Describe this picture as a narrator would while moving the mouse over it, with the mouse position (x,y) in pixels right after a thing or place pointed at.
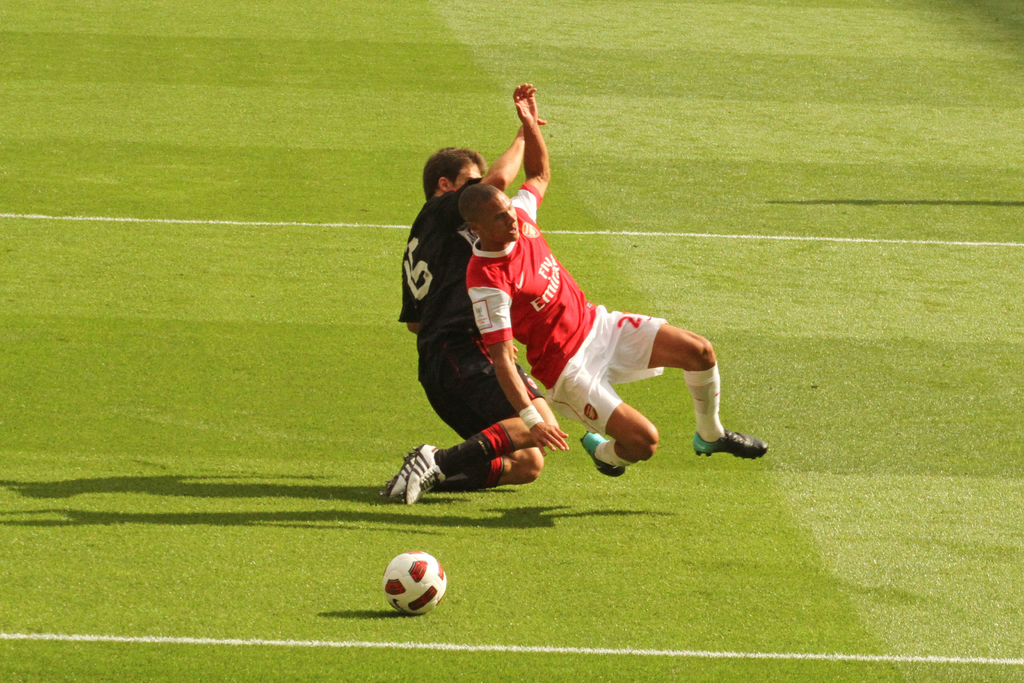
In the foreground of this image (670,377), there is a ball (434,581) on the grass (435,610) and a man (514,286) wearing red T shirt (591,320) is in the air and behind him, there is a man (442,261) in black T shirt (437,297) is on the grass (489,494) on the knees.
